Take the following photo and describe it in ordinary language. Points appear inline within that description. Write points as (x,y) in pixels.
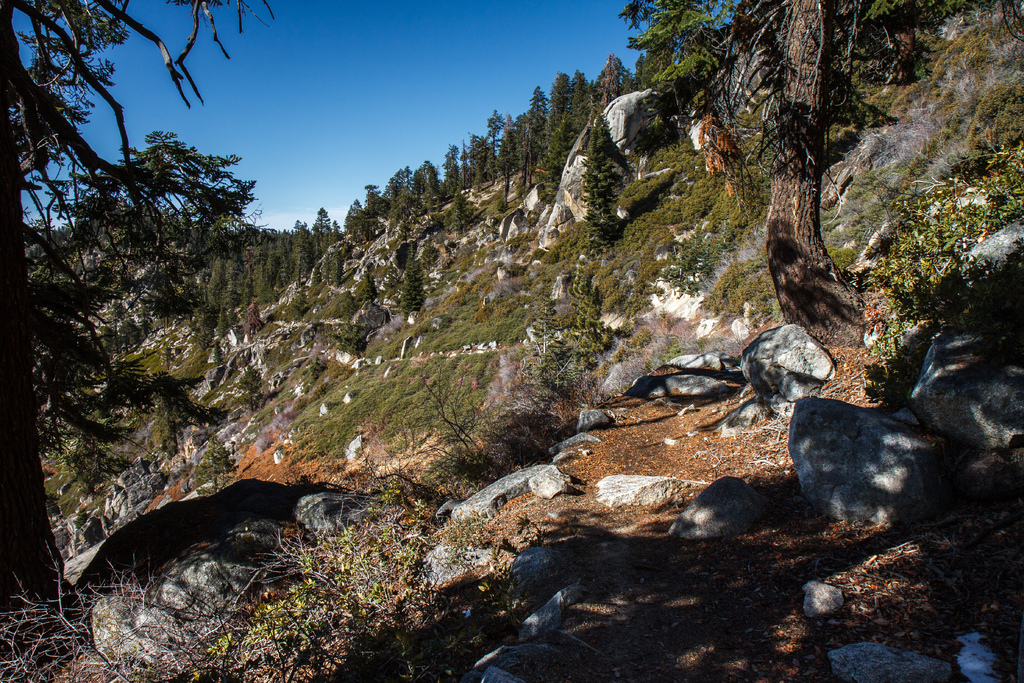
In this image I can see the stones (306,526). In the background (413,265), I can see the trees (378,227) and the sky (320,85).
